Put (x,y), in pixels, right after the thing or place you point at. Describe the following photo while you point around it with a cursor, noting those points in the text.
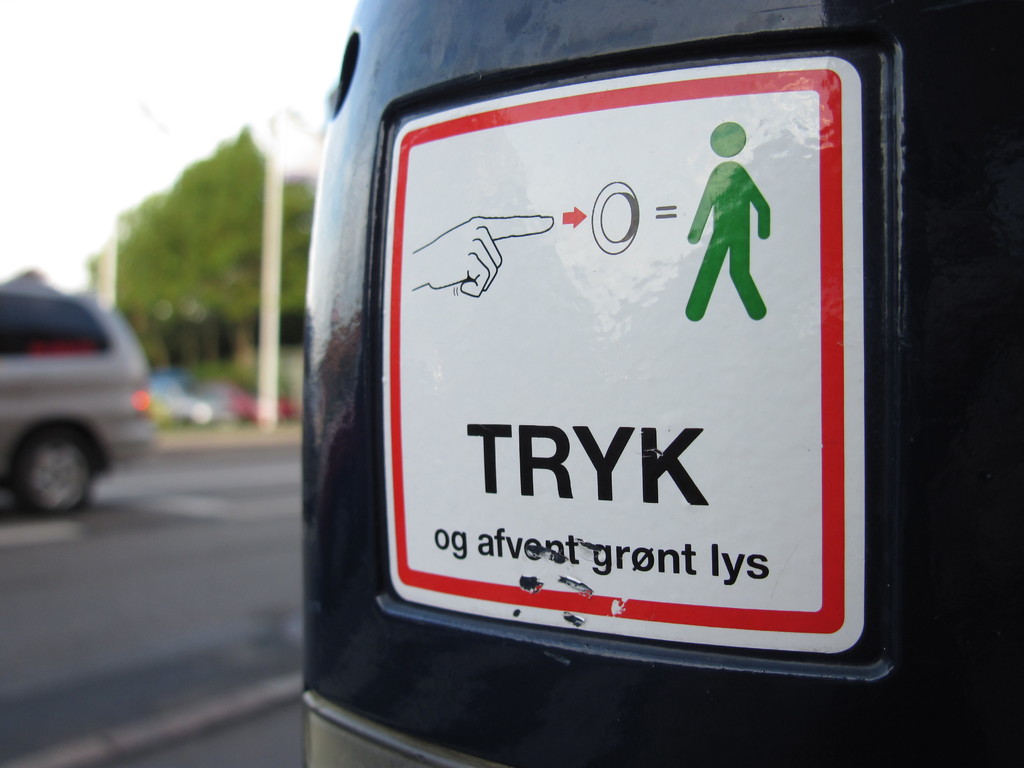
To the right side of the image (753,90) there is a black object (994,672) with a poster (422,320) on it. To the left side of the image (95,455) there is a car (137,448) on the road (164,557). Behind the car (115,377) there is a tree (217,171) in the background (233,317).
